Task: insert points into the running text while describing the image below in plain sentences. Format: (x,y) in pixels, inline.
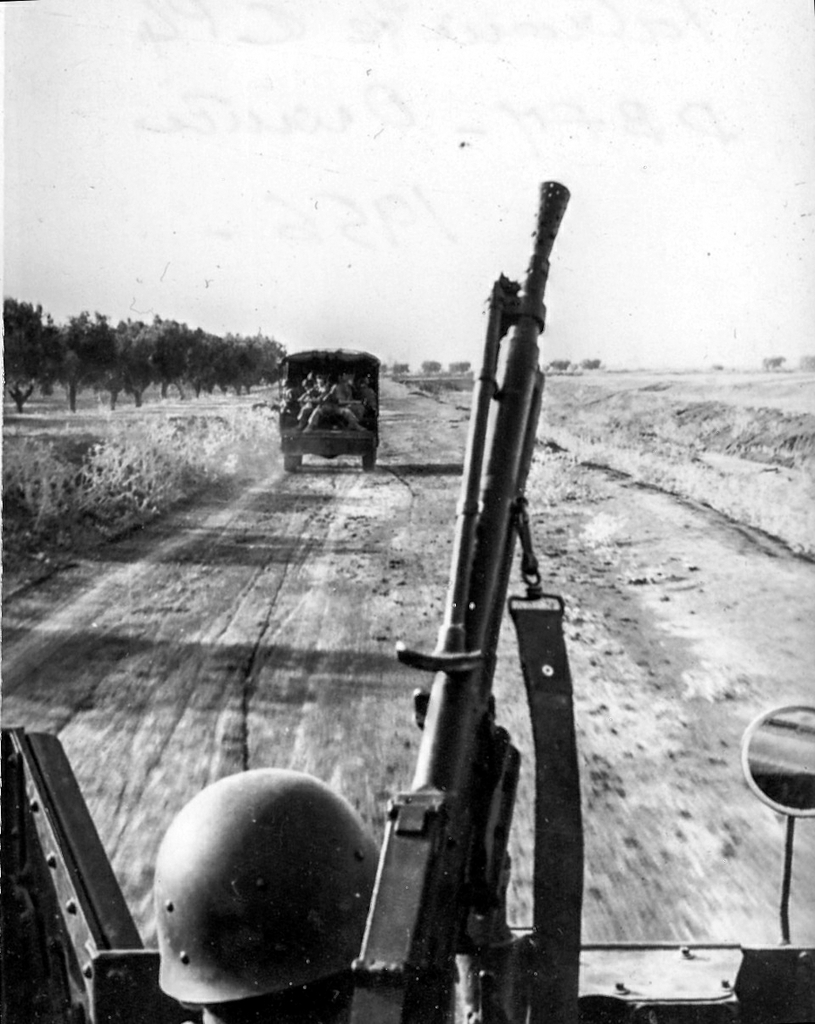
In the center of the image (374,442) there are vehicles (294,469) on the road (673,523). At the bottom of the image (787,756) there is a mirror (764,766), weapon (535,323) and a person (230,906). On the left side of the image (112,358) there are trees (194,358). In the background (222,209) there is a sky (288,133).
